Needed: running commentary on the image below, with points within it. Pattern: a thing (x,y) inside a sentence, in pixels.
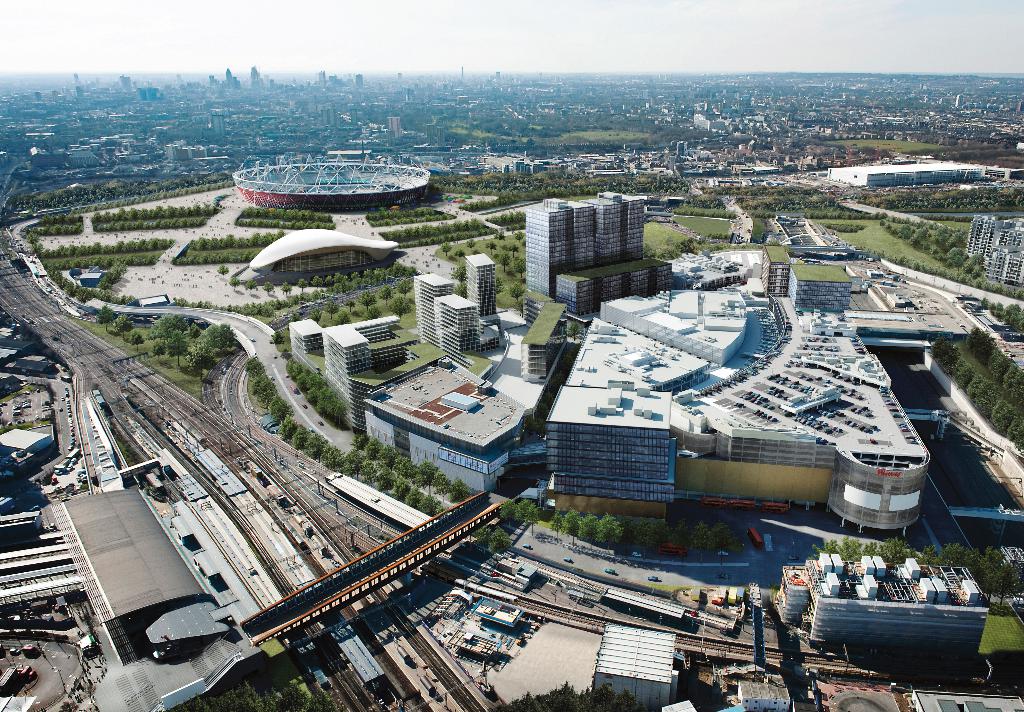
In this picture we can see few buildings (635,345), vehicles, trees (333,463), poles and a bridge (400,562), and also we can see few shrubs (971,386).
